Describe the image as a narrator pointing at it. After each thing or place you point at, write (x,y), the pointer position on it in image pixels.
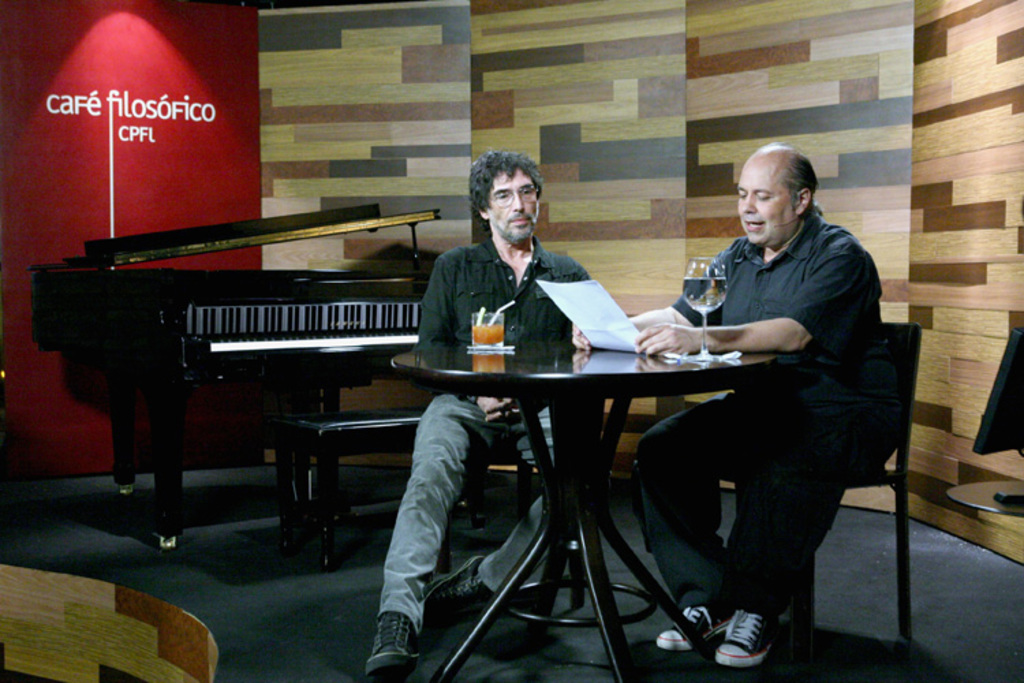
In this image I can see two people (756,317) sitting in-front of the table (684,371) and one person (653,329) is holding the paper (613,335). On the table (588,379) there is a glass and the back side there is a piano (310,275) and the wall (465,74).
